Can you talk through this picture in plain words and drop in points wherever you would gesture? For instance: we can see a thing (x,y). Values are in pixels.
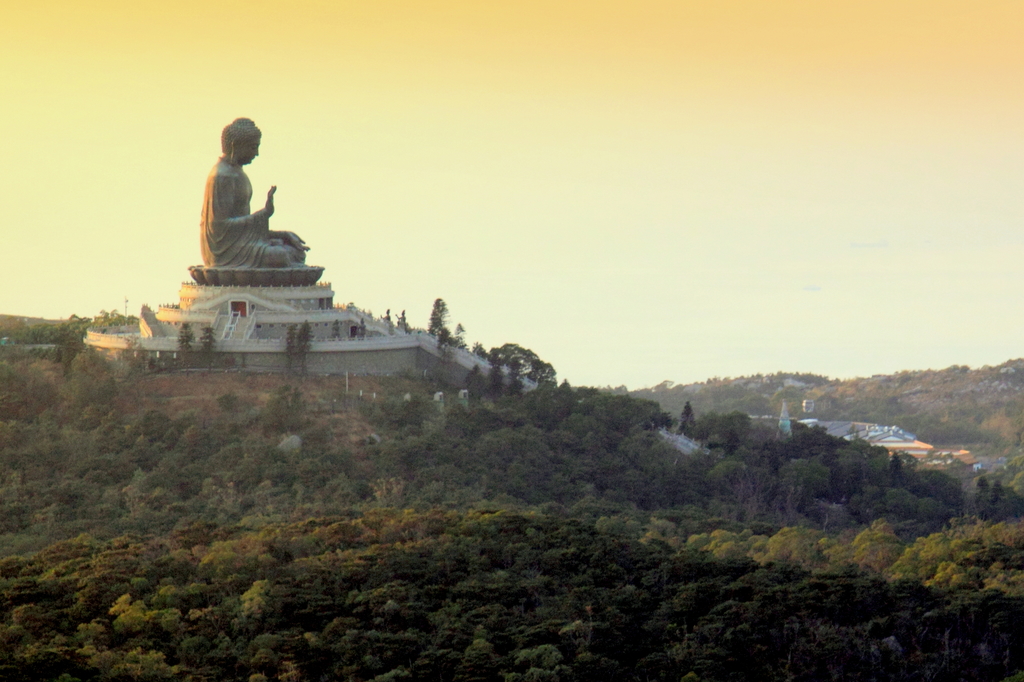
In this image we can see a statue (290,284), stairs (231,336) and walls (409,361). In the foreground (628,576) we can see a group of trees (554,485). Behind the trees (826,457) we can see buildings (885,444) and mountains (795,400). At the top (501,183) we can see the sky (526,196).
